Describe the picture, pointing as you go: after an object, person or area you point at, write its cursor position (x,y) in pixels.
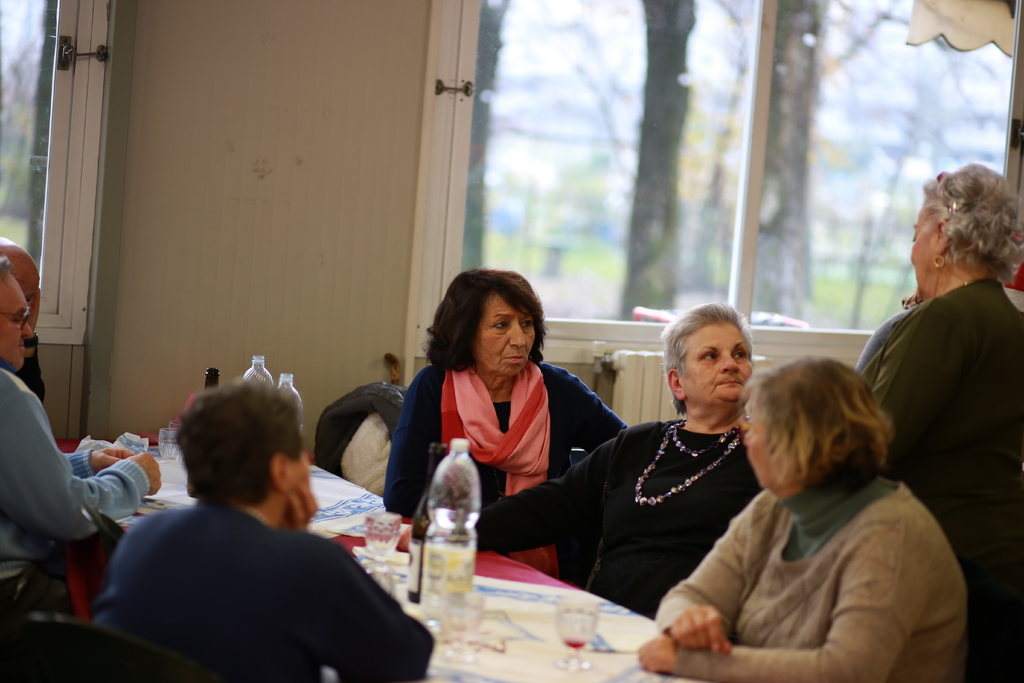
In this picture there are group of people (654,447) sitting besides a table (525,612), towards the left (20,326) there are three persons (301,483), towards the right (686,479) there are four people (912,559). A woman (937,424) in the right corner (972,416), she is wearing a green dress (961,298), earrings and goggles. A woman (510,299) in the center (459,310) she is wearing a pink scarf (536,376). On the table (544,591) there are glasses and bottles (429,540). In the background (571,111) there is a window (507,97), through the window (564,85) there are some trees (764,199).
